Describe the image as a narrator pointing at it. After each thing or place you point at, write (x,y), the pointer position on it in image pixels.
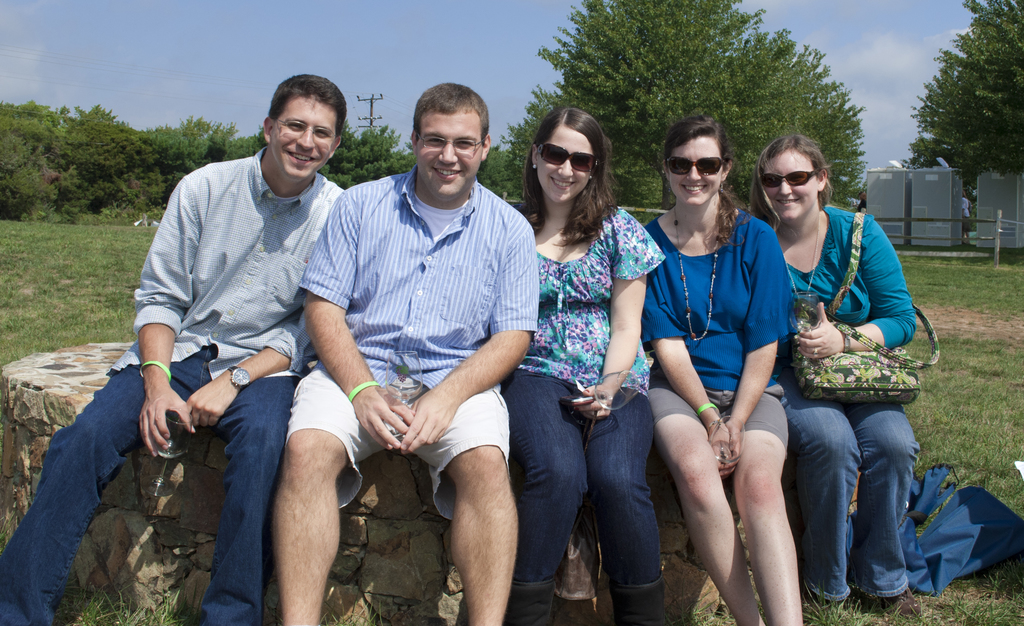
In this picture there is a woman (574,311) who is wearing goggles (561,152), shirt (568,312), trouser (545,459) and shoes (547,616). Beside her there is a man (456,168) who is wearing spectacle (431,148), shirt (419,233), short (482,427) and holding a wine glass (414,389), beside him there is another man (300,249) wearing spectacles (299,129), watch (232,383), band (169,374), shirt (242,314), trouser (118,405) and holding a wine glass (159,443). On the right (785,170) there is a woman (858,298) who is wearing goggles (803,172), shirt (839,253), shoes (909,595) and holding a bag (865,381). Beside her there is another woman (705,494) who is wearing goggles (719,169), t-shirt (711,324) and short (719,397). Everyone is a smiling and sitting on the wall (420,522). In the background (25,171) I can see the electric pole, wires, trees (607,122), plants (139,201) and grass (93,254). In the right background (922,229) I can see the man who is standing near to the boxes (987,229). At the top (381,26) I can see the sky (452,43) and clouds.
